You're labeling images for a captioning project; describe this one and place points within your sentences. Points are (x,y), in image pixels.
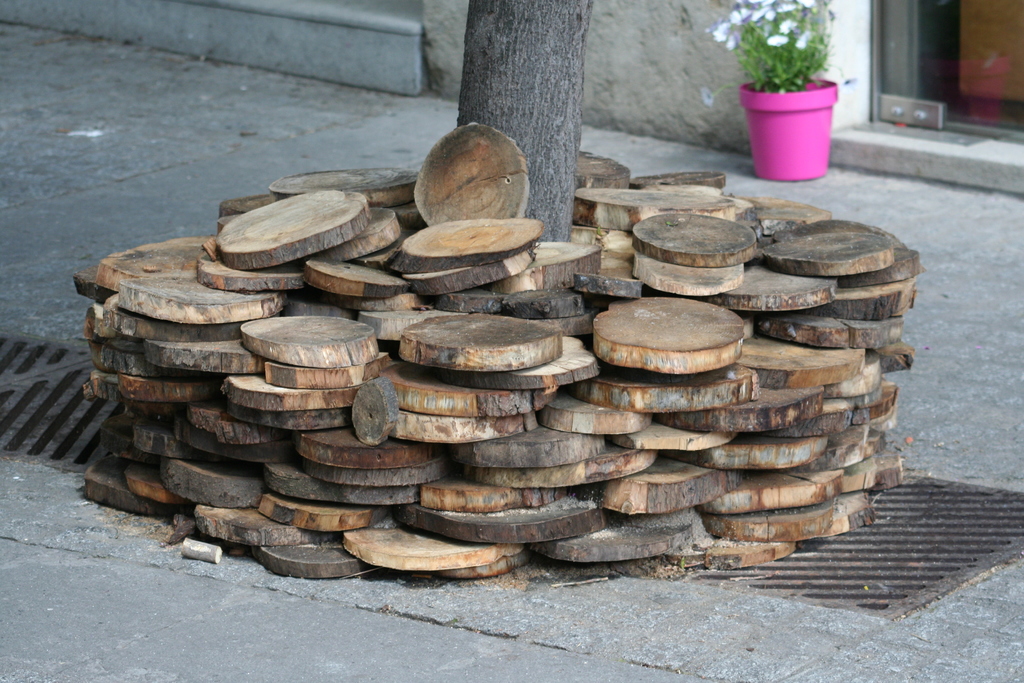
In the middle of this image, there is a tree (554,0). Around this tree (540,214), there are circular wooden pieces (327,188) arranged on a footpath (517,591) which is having manhole (919,537). In the background (776,20), there is a pink colored potted plant (801,79) arranged on the footpath (352,593). Besides this plant (761,107), there is a building (605,6) which is having glass door (956,47).
